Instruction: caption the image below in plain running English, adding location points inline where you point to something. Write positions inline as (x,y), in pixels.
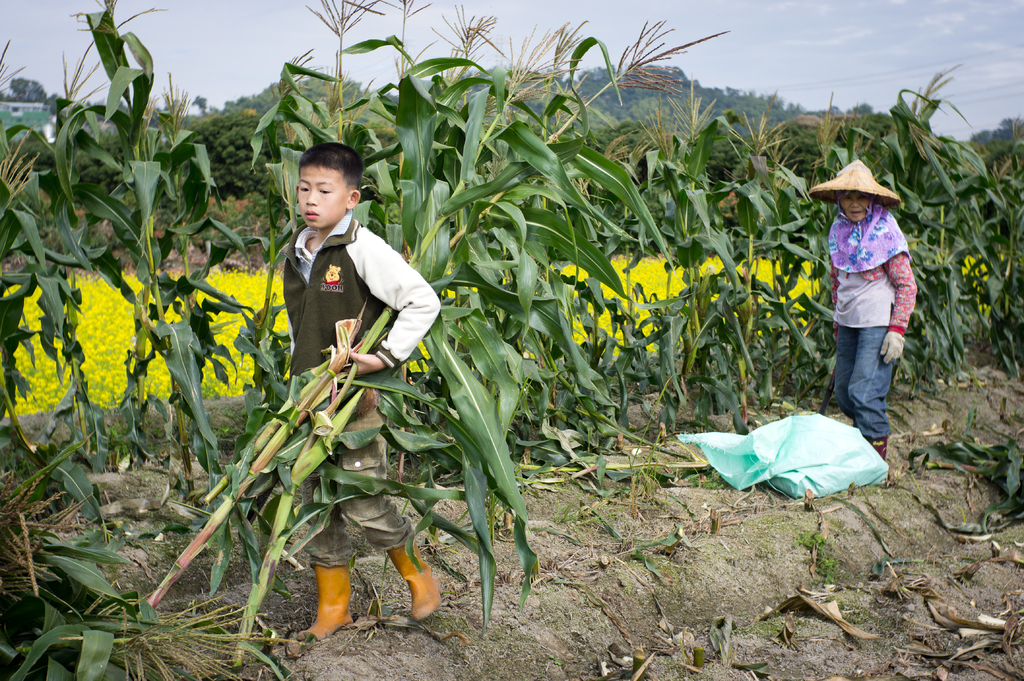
On the left side of the image (329,255) there is a person (289,355) holding the plants (344,339). Behind him there is another person (874,394). In front of her there is a bag (821,465). There are plants (589,260), flowers (114,323). In the background of the image (654,120) there are trees (676,97), buildings (33,121) and sky (254,35).
